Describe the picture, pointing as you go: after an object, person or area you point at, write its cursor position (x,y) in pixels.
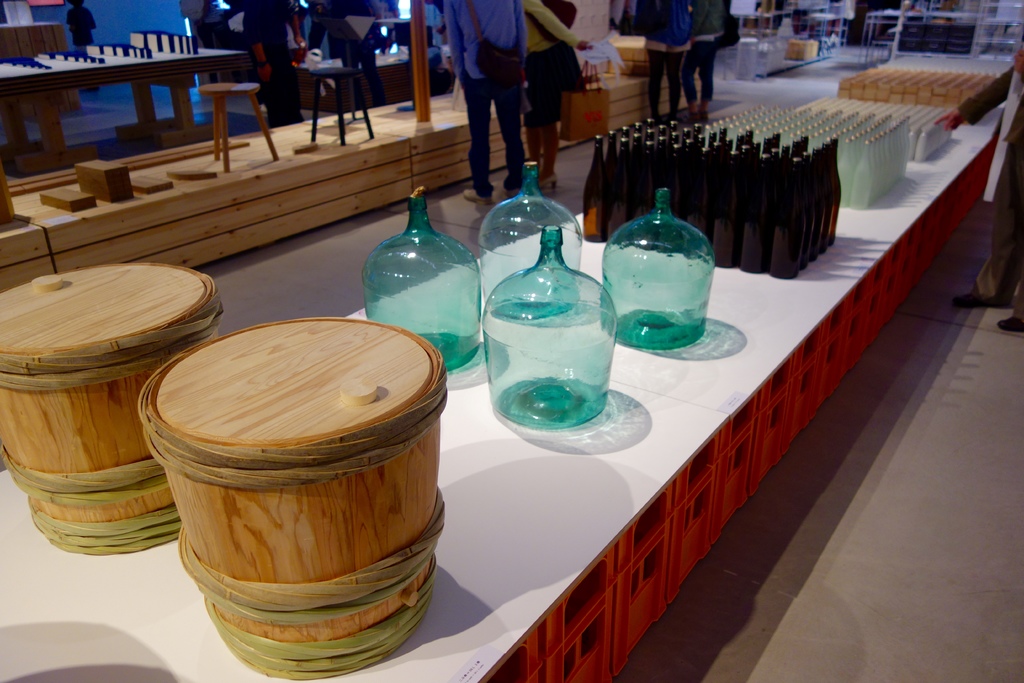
In this picture I can observe some bottles (671,205) which are in brown, white and blue colors placed on the white color desk (625,406). On the left side (68,329) I can observe two wooden boxes (121,470). In the background (267,37) there are some people (299,39) standing on the floor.
